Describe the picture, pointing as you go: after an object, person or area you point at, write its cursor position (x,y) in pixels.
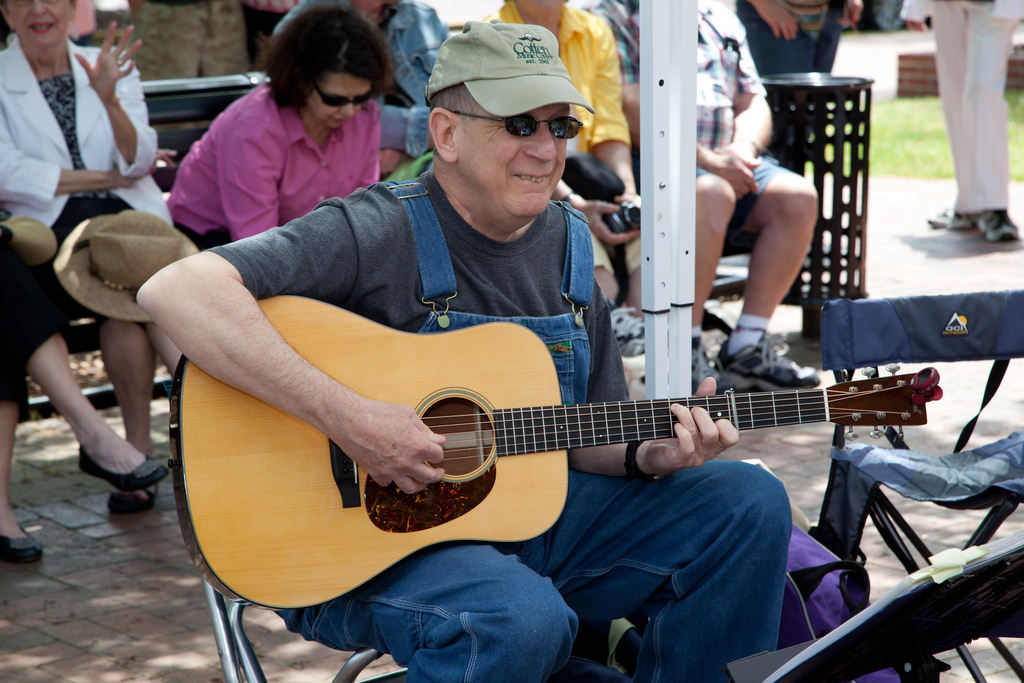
In this picture there is a man (416,431) sitting on the chair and playing guitar (337,469). There are few people (261,127) who are sitting at the background (778,263). There is a dustbin (833,167). There is some grass (914,142) on the ground (936,173). There are two persons (815,36) standing.
